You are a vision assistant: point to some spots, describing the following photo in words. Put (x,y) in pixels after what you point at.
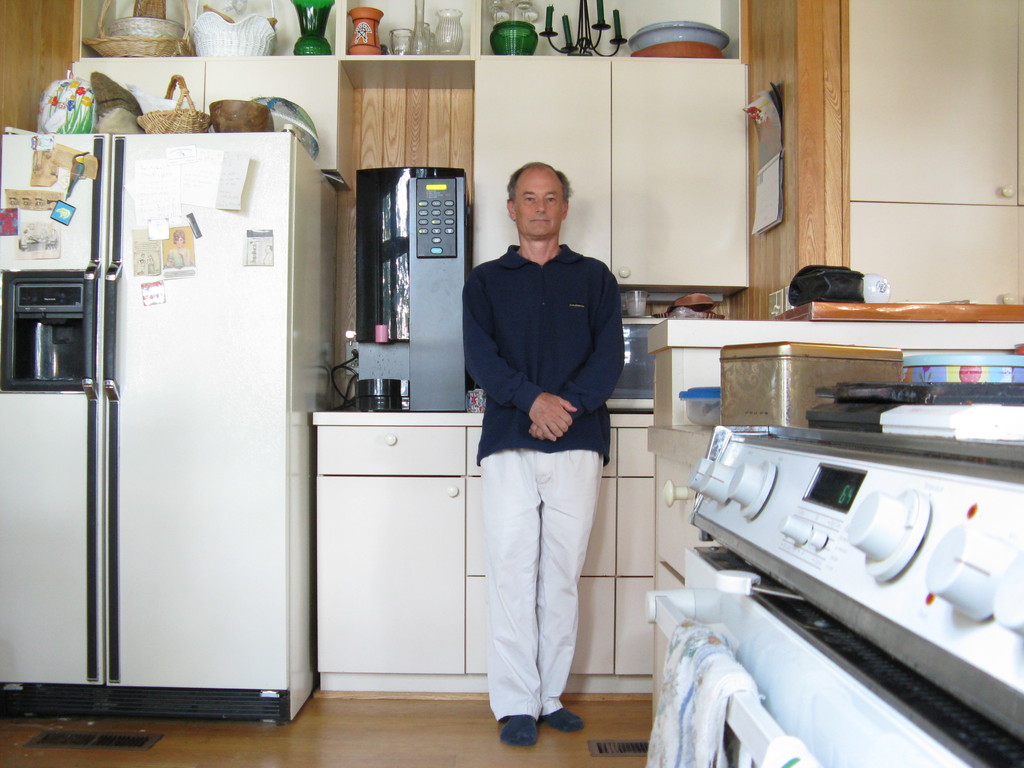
There is a man (561,285) standing, behind him we can see machine (440,356), oven (629,332) and objects (482,403) on the shelf (456,422), under the shelf (458,422) we can see cupboards (561,160), beside this machine (413,195) we can see cupboard (572,188). On the right side of the image (729,424) we can see stove (864,631), boxes (730,421), cloth (677,749) on rod (719,605) and few objects (844,399). We can see calendar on a wooden wall (777,242). We can see stickers (172,239) on refrigerator (98,212), above the refrigerator (119,311) we can see basket (159,119) and few objects (74,124). We can see baskets (249,27), candles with stand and few objects (444,21) in racks (479,22) and we can see floor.
